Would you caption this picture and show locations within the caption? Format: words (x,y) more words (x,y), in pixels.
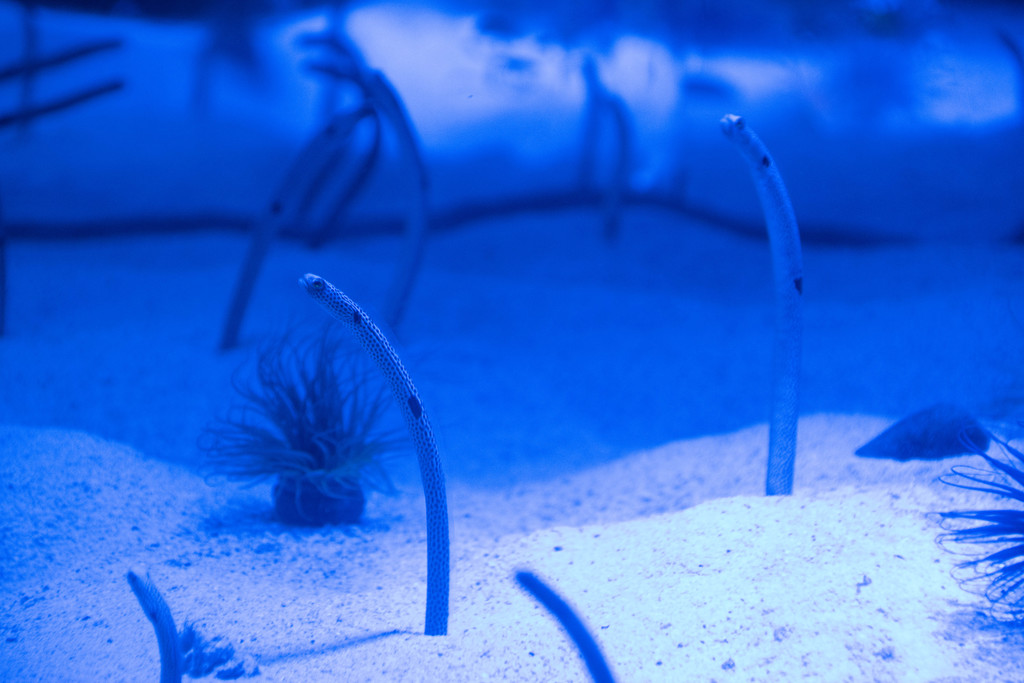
This image is taken under the water (315,301). There are eels (330,137). There is sand (533,540).
